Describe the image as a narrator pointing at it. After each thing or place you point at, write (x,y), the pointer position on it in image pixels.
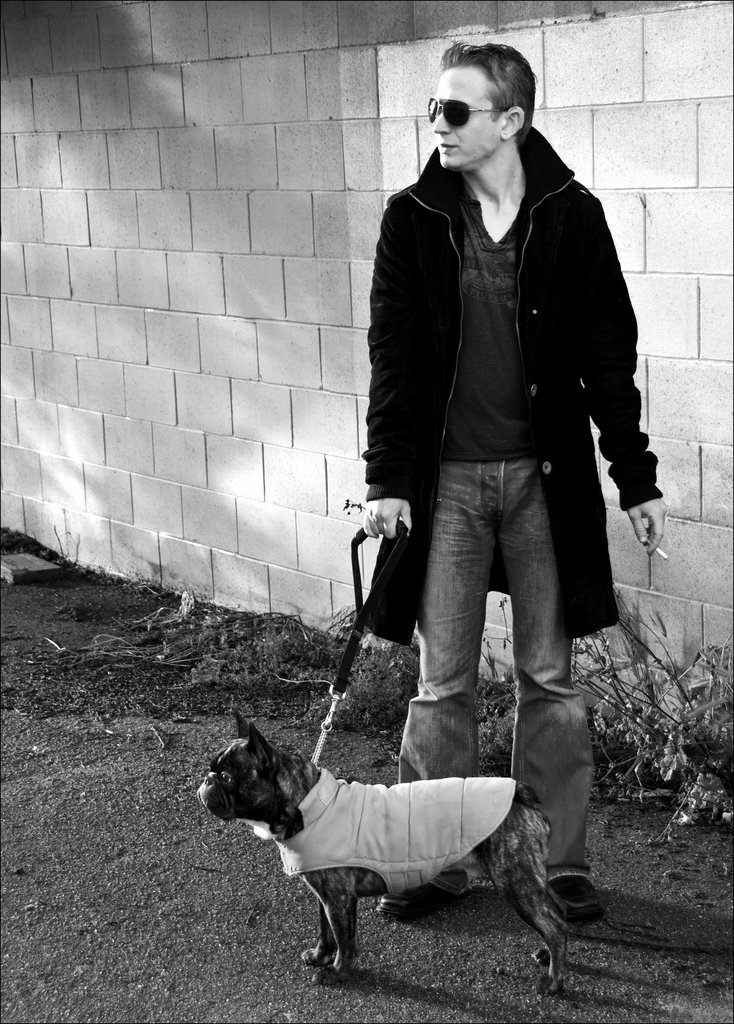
This is a black and white picture. A man (465,313) in black jacket (429,480) was holding a cigarette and a dog belt (319,742) and the dog (337,879) is dresses. Behind the man (472,478) there is a wall (270,388).
